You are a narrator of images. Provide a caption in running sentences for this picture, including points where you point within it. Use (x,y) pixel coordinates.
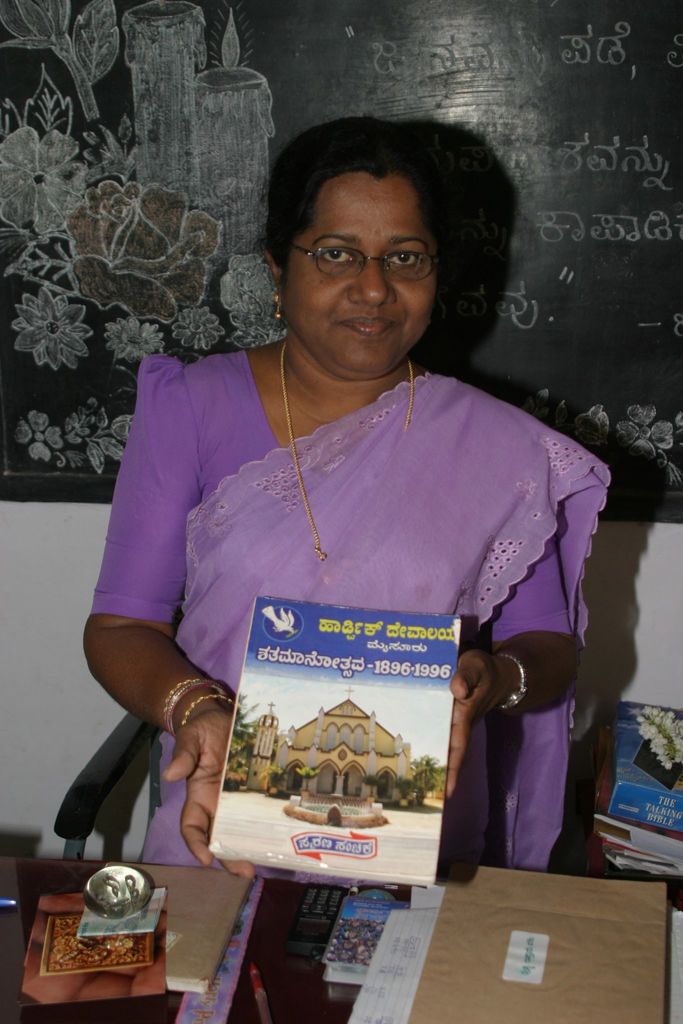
In this image I can see the person (186,434) standing and wearing the purple color dress (304,521) and holding the book (308,735). In-front of the person (260,562) I can see the table (308,982). On the table (304,1018) I can see papers (492,1020), pen (263,1020) and mobile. To the right (606,848) there are many books (625,848). In the background (159,220) I can see the blackboard (53,437) to the wall (70,573).
